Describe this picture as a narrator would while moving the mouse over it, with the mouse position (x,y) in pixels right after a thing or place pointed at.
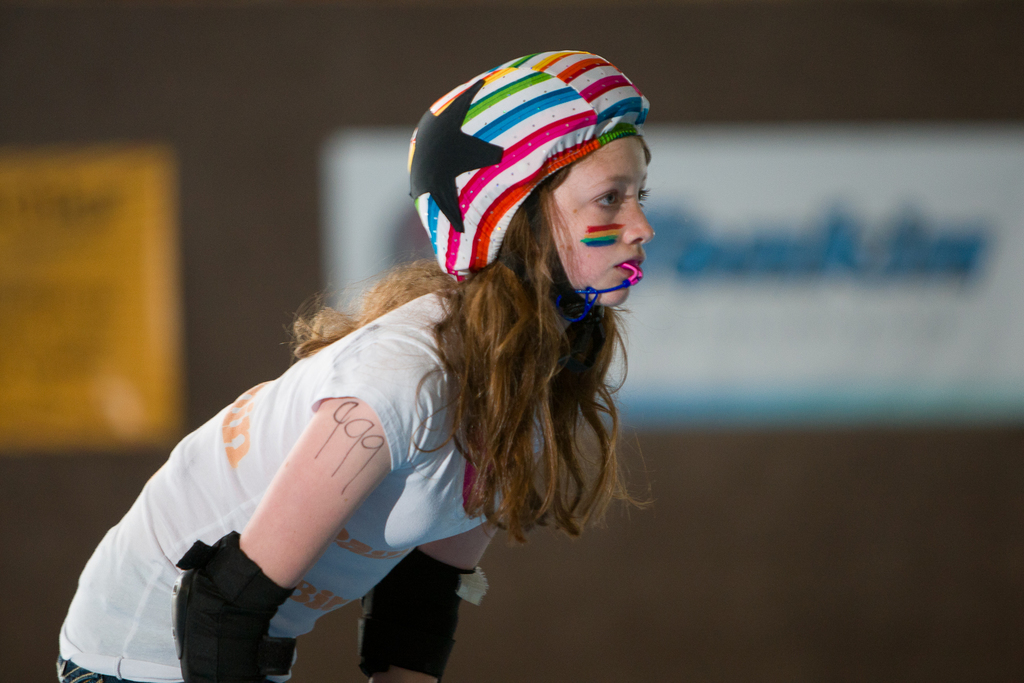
In this image I can see a woman (580,273). The woman (505,292) is wearing a helmet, white color t shirt (183,443) and elbow pads (263,598). The background of the image (745,279) is blurred.
